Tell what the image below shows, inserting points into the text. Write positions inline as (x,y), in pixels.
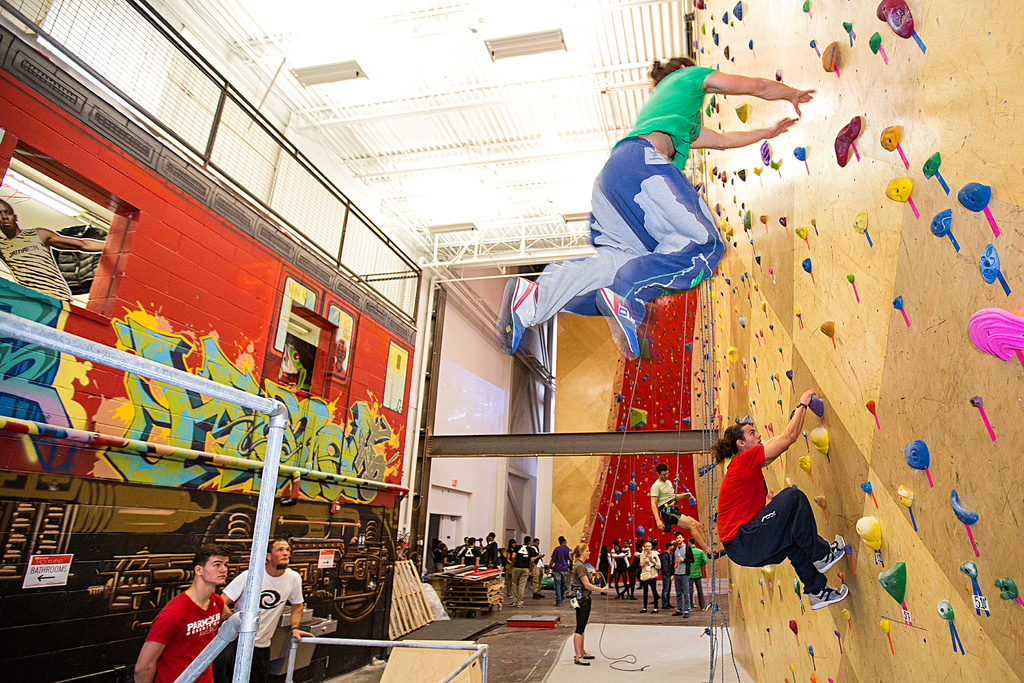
In this image we can see few people (656,521) climbing the wall (858,200). On the left side of the image (265,599) there are a few people (238,590) standing. In the background (627,396) there is a wall (656,400). At the top of the image (533,93) there is a ceiling (557,95).
